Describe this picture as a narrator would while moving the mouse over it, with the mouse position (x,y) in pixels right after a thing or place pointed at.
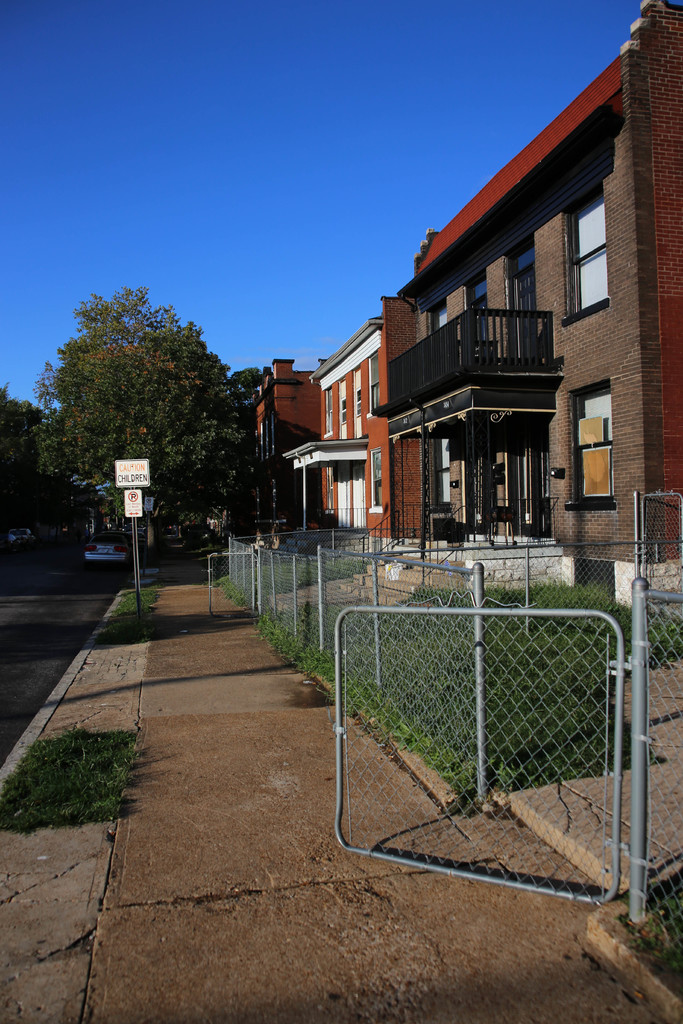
In this image we can see buildings (644,225) with windows (591,495), fence (353,677), trees (96,439), plants (509,748), board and we can also see the sky (241,227).
